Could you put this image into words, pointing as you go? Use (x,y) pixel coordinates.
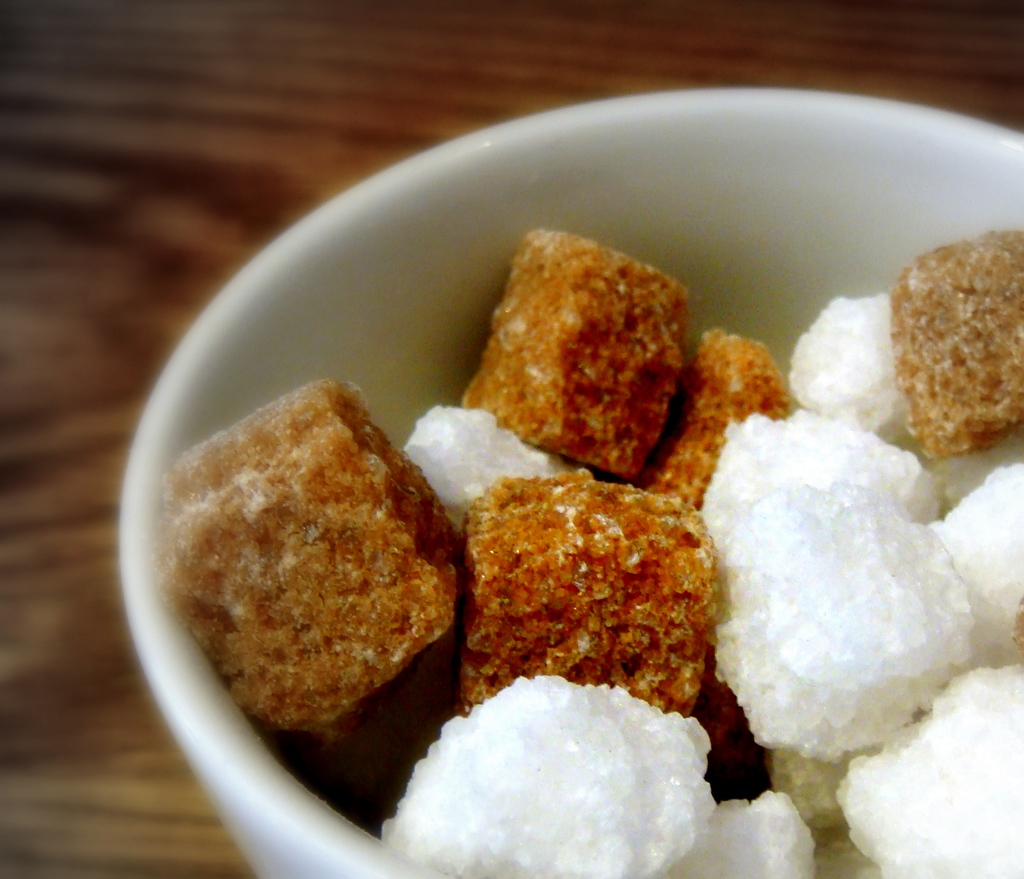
In this image we can see food item (780,560) in a bowl (490,256). Behind the bowl (501,273) we can see the brown background (248,130).
